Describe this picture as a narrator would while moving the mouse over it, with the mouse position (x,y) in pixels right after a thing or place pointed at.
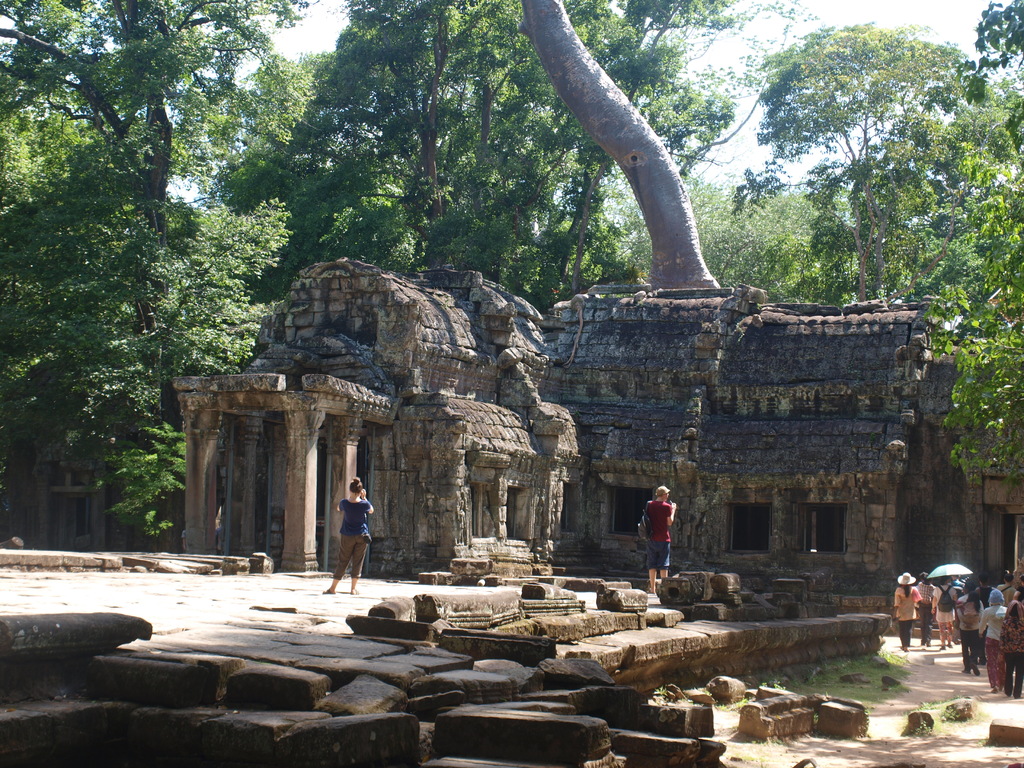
In this picture we can describe about the old archaeological temple (285,444). In the front (356,558) there is a woman (365,528) wearing blue t-shirt (359,510) and trousers (356,545) taking a photographs of the temple (692,539). Beside we can see a person (666,551) who is watching the temple (645,449). Behind we can see many trees (128,400) and in the front (473,712) bottom side some stones (460,702) on the ground (420,677).
